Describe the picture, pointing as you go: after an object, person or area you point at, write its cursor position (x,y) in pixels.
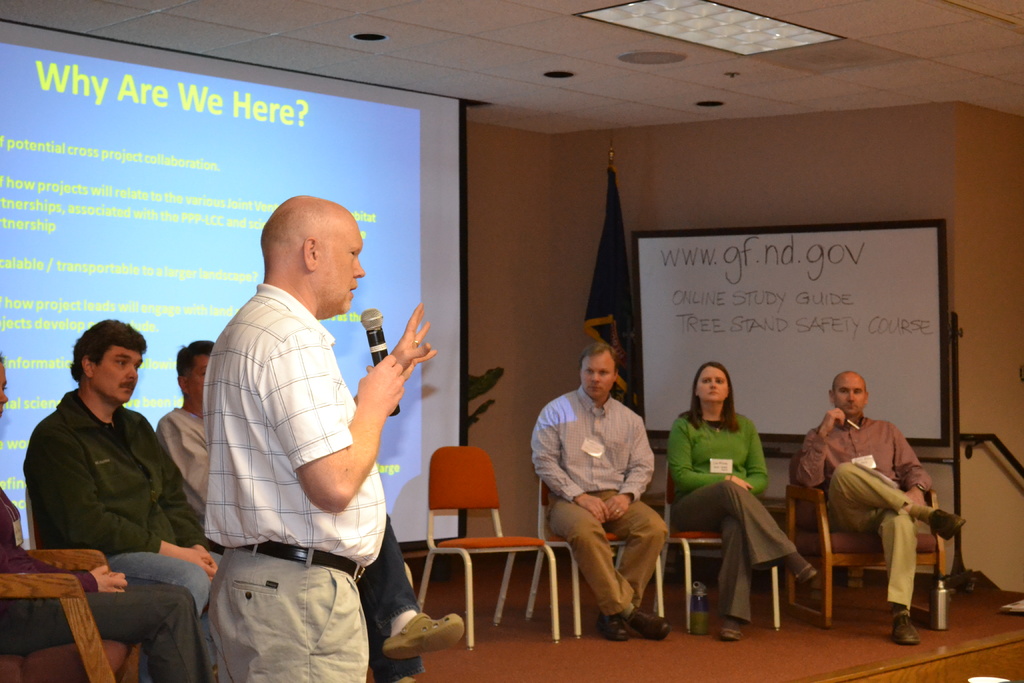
In this image I can see few people (585,364) where one man (284,213) is standing and holding a mic (369,312) and rest all are sitting on chairs (12,582). In the background (892,407) I can see a flag (617,224), a whiteboard (647,350) and a projector's screen (374,299).
